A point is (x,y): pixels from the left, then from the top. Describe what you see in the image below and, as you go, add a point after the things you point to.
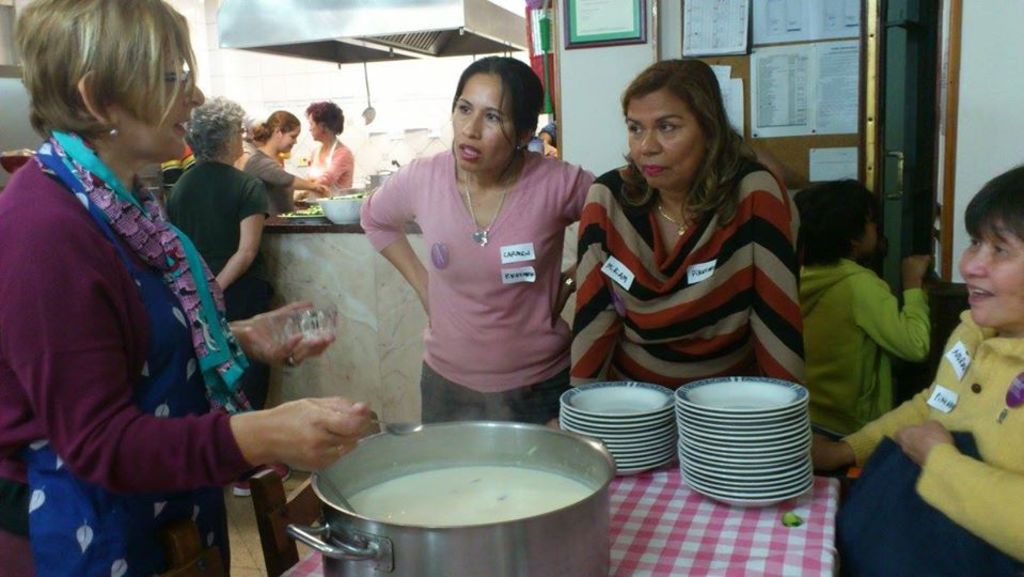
In this picture we can see some people (406,192) are standing, there is a table (771,534) in the front (734,558), we can see a steel bowl (558,562), a cloth (650,564) and some plates (666,432) present in this table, in the background (615,68) there is a wall (667,25) and a board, we can see some papers (719,25) pasted on the board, there is a frame (607,13) on the wall (627,47), we can also see another bowl (342,206) in the background (346,219), a woman (341,412) on the left side (225,410) is holding a spoon (374,414).
